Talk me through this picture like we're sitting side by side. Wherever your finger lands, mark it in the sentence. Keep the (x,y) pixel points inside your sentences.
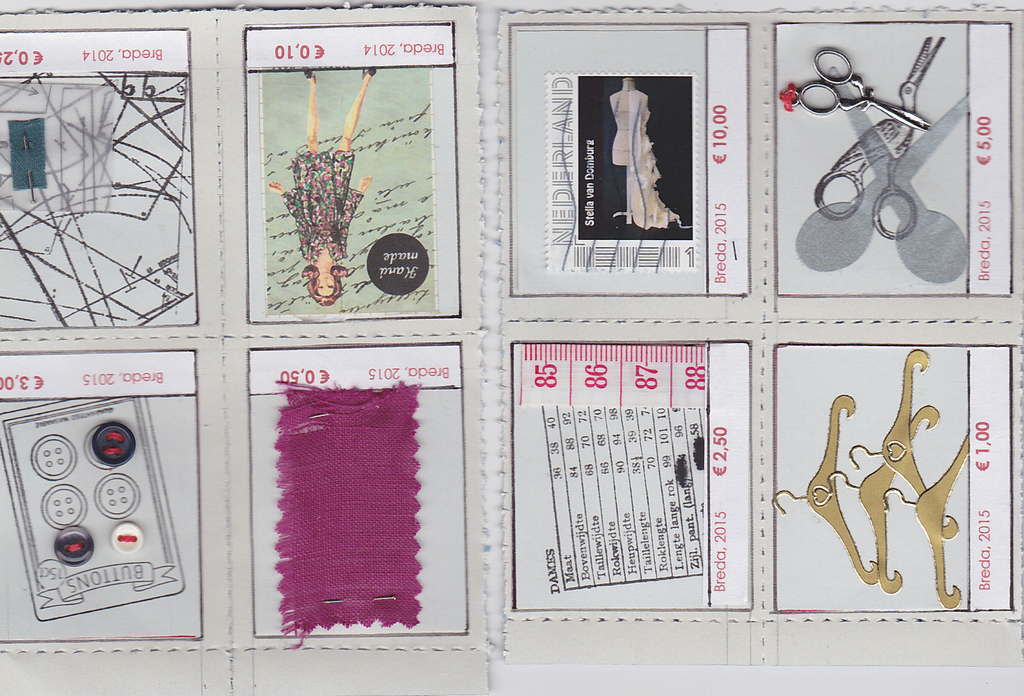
In this image we can see postage stamps (501,296) placed on the surface (591,684).
